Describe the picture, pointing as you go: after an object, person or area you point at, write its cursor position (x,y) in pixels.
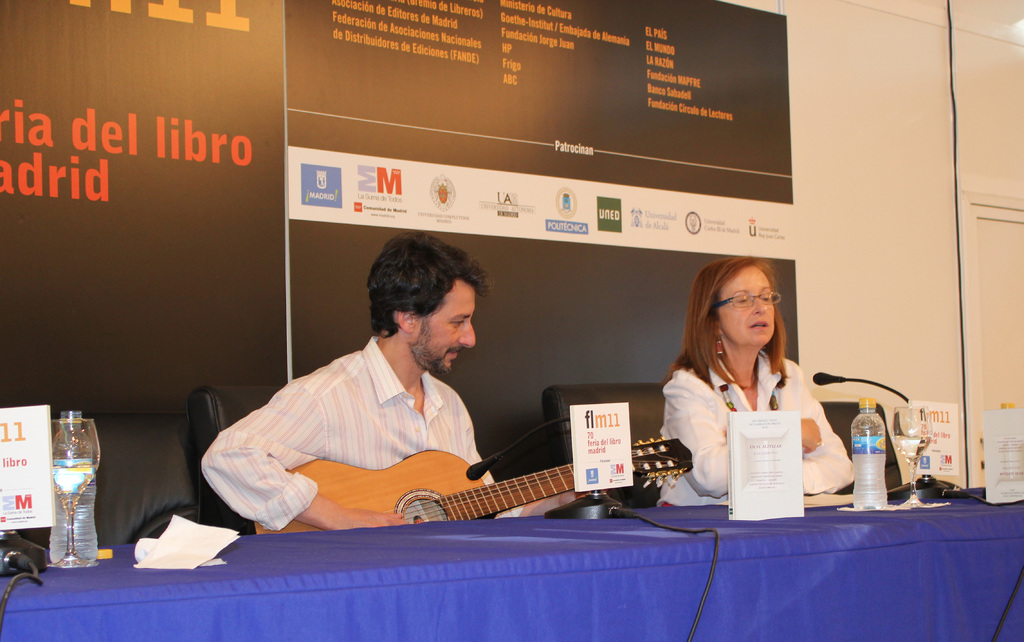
In this picture there is a man (308,512) and woman (670,417) sitting and there is a table (557,522) in front of them with some water bottles (864,464).
